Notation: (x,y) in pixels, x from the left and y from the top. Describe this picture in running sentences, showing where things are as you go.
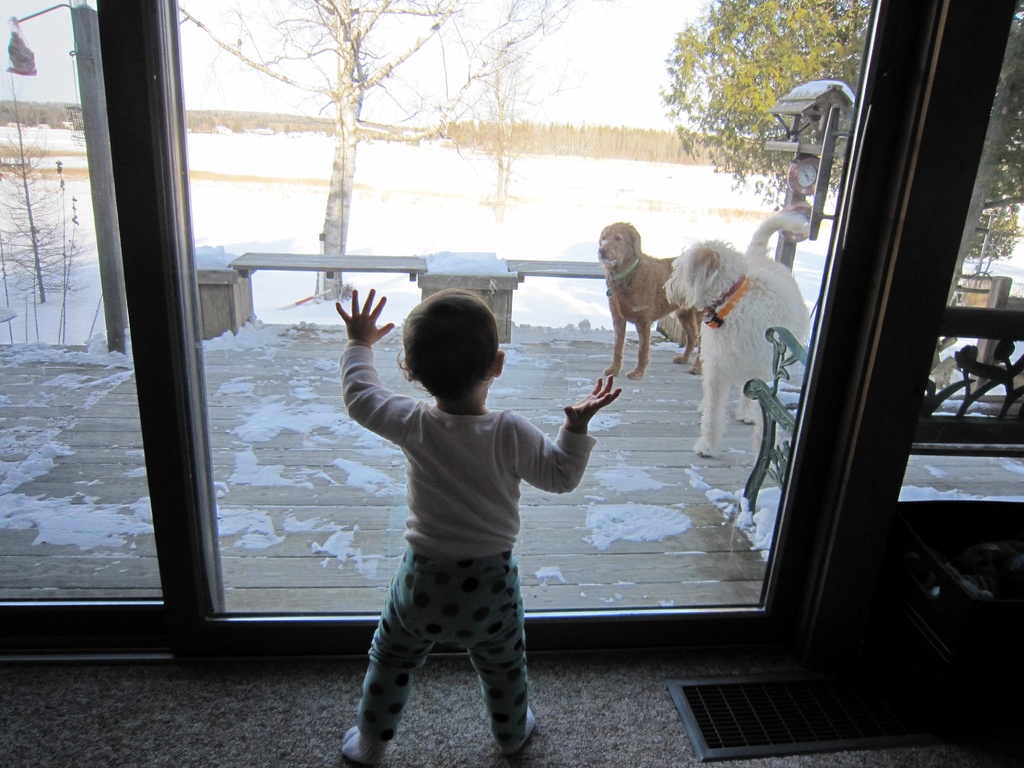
In this picture we can see one boy (444,515) is standing in front of the glass door (534,371), through it we can see two dogs (615,271) and some trees (345,157) tree (32,240) with snow (212,155).
